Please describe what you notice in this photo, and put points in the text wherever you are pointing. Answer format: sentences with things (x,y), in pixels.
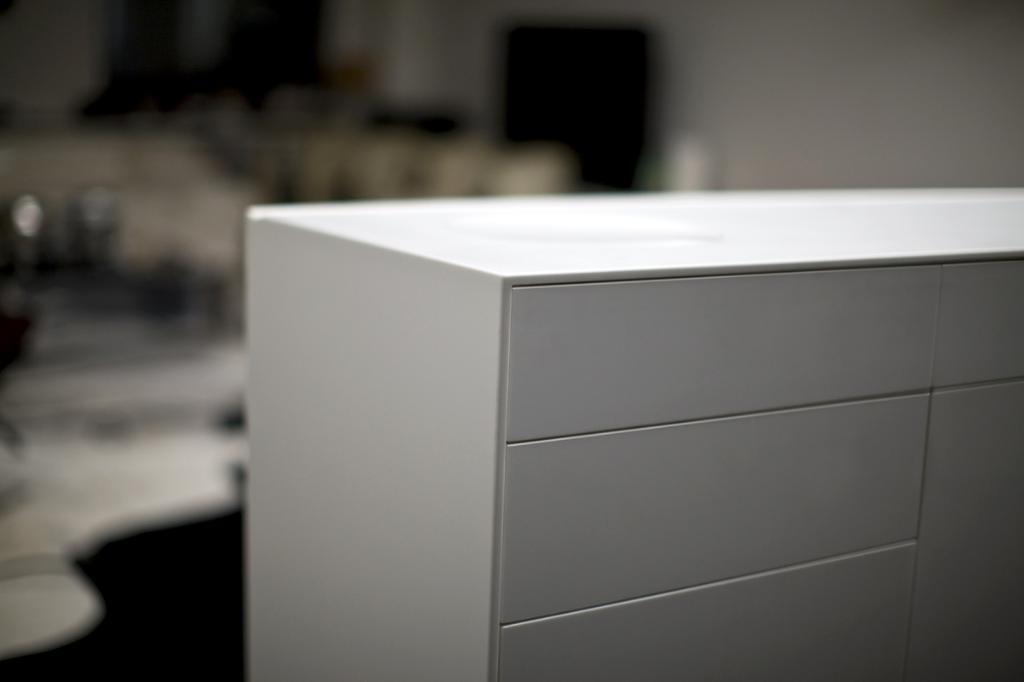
In this image in the foreground (358,334) there is a desk (823,276), and in the background (575,100) there is wall (966,107) television (592,102) and some other objects (133,183).
